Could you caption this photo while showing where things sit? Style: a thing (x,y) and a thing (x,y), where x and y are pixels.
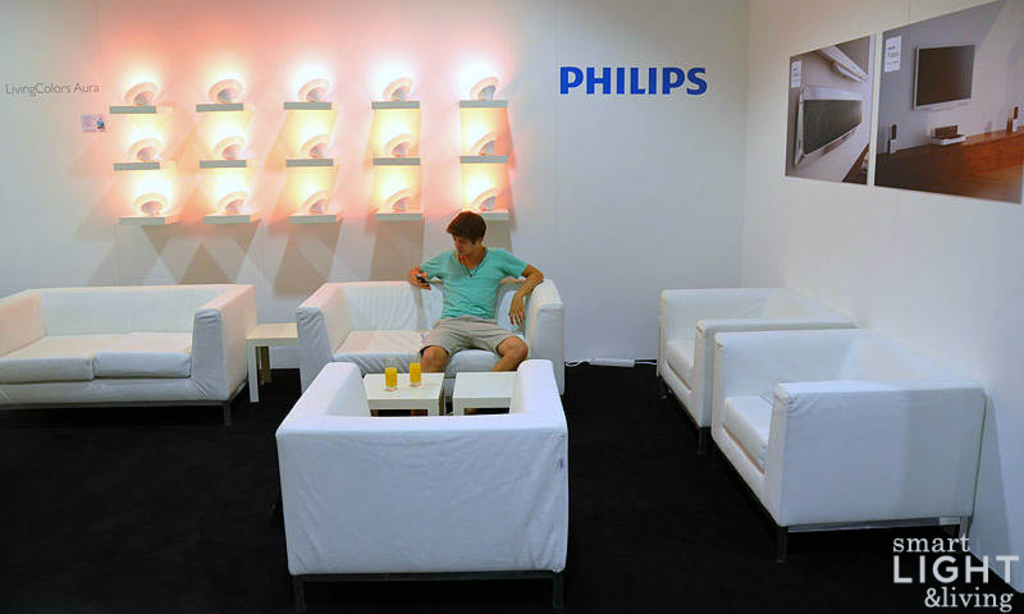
It is a room (481,196) where white colour sofas (728,440) are there, one person (485,345) is sitting on the sofa (481,354) holding a phone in front of him two tables (485,387) are there on the table (414,393) two glasses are there. Behind the person (481,236) there are lamps (406,207) and the name (704,91) is present. Another side of the wall (908,259) there are posters (966,172).
